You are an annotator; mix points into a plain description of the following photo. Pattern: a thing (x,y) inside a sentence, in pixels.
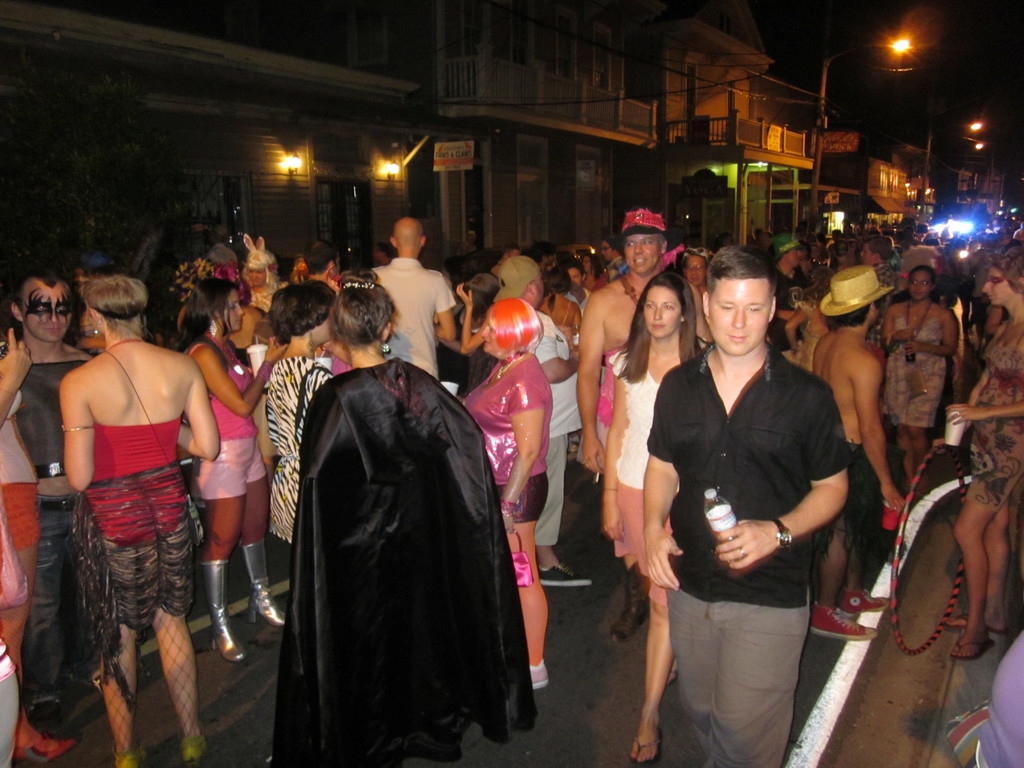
This is an image clicked in the dark. Here I can see a crowd (407,366) of people (681,366) standing on the road (573,645). In the background (484,205) there are many buildings (663,129) and also I can see light poles (925,159).
